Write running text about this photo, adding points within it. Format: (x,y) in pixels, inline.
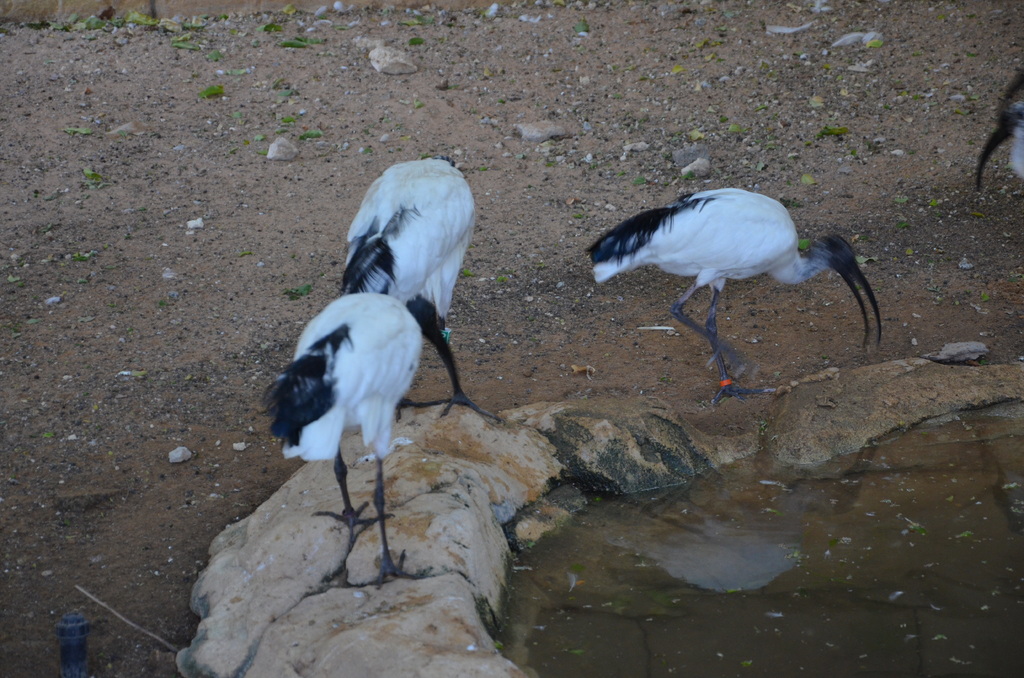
In the image we can see there are birds (826,256), white and black in color. Here we can see water (521,561), stones (404,535) and sand (187,221).
